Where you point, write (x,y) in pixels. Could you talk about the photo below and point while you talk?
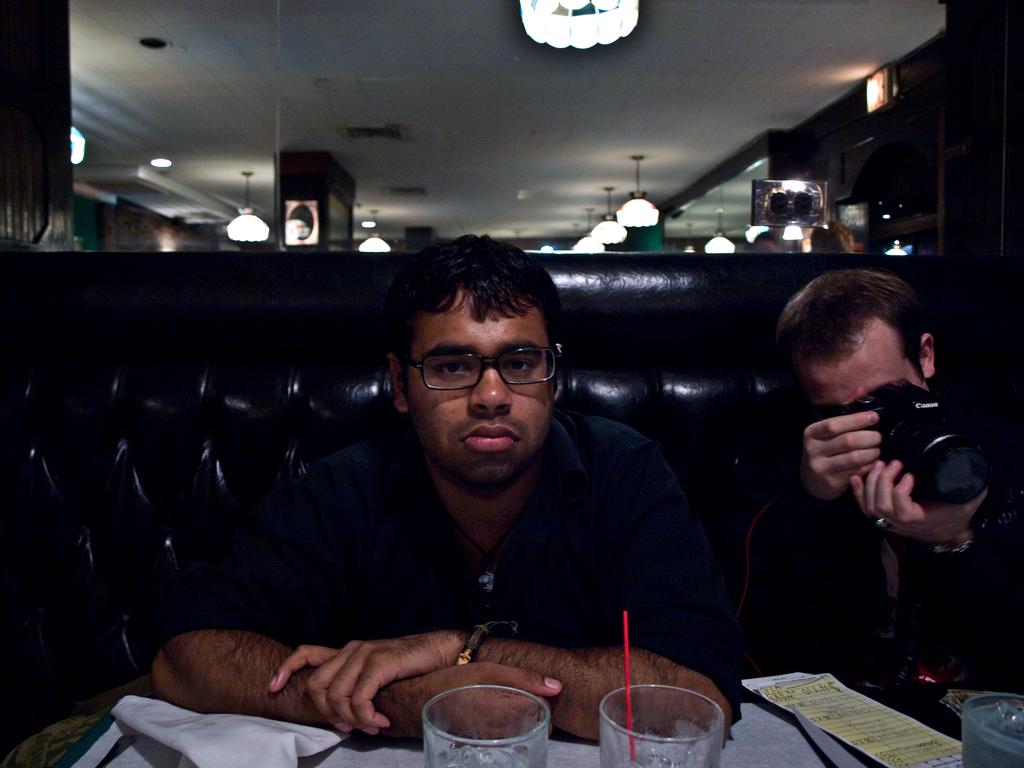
In the center of the image (471,474) we can see a man (544,566) is sitting on a couch (210,518) and wearing spectacles (541,366). At the bottom of the image (584,747) we can see a table (786,762). On the table (584,747) we can see a cloth (295,752), glasses (627,741) with straw (628,634), paper (883,736). On the right side of the image (834,502) we can see a man (877,545) is sitting on a couch (960,296) and holding a camera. In the background of the image (970,226) we can see the pillars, lights (618,227), boards (799,199). At the top of the image (537,204) we can see the roof (555,89) and chandeliers (584,46).
